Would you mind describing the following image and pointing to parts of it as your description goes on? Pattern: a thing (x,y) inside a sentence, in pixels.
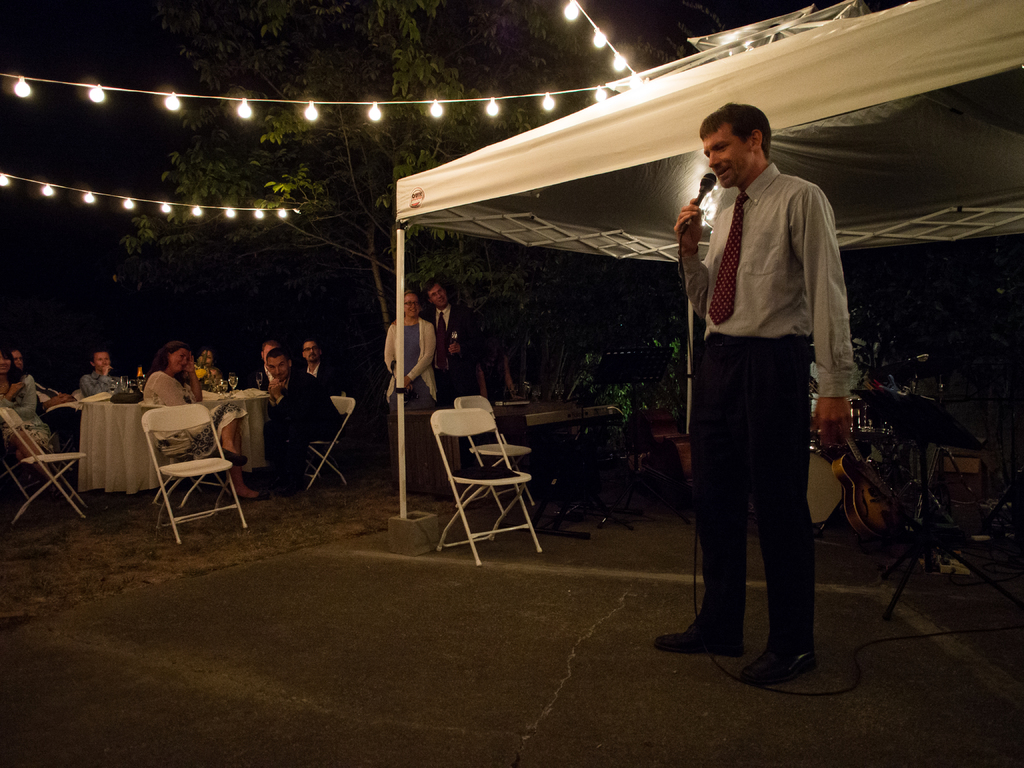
In this image some people (167,376) are seated on the chairs (343,405) and some standing in the image right side (721,355) there is a man (734,355) standing and talking with the help of microphone (705,193), we can see couple of trees (395,80), lights (446,102), tent (516,155) and some musical instruments (880,512).
